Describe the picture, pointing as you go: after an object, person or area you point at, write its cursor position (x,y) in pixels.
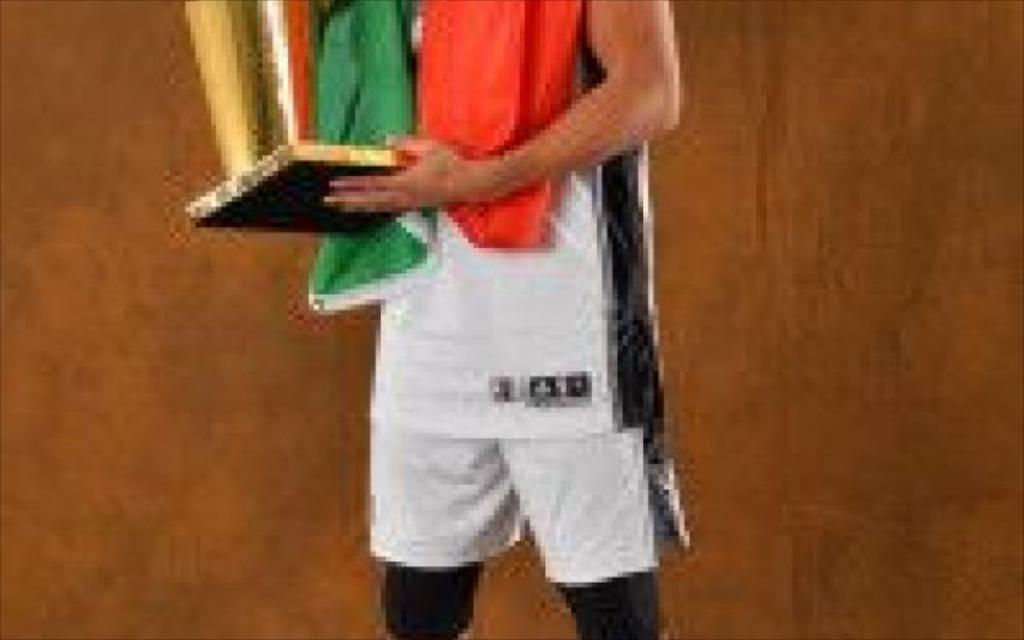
This is a blurred image, we can see a person (456,189) is holding a trophy (276,131) and behind the person (481,208) there is a brown color.
